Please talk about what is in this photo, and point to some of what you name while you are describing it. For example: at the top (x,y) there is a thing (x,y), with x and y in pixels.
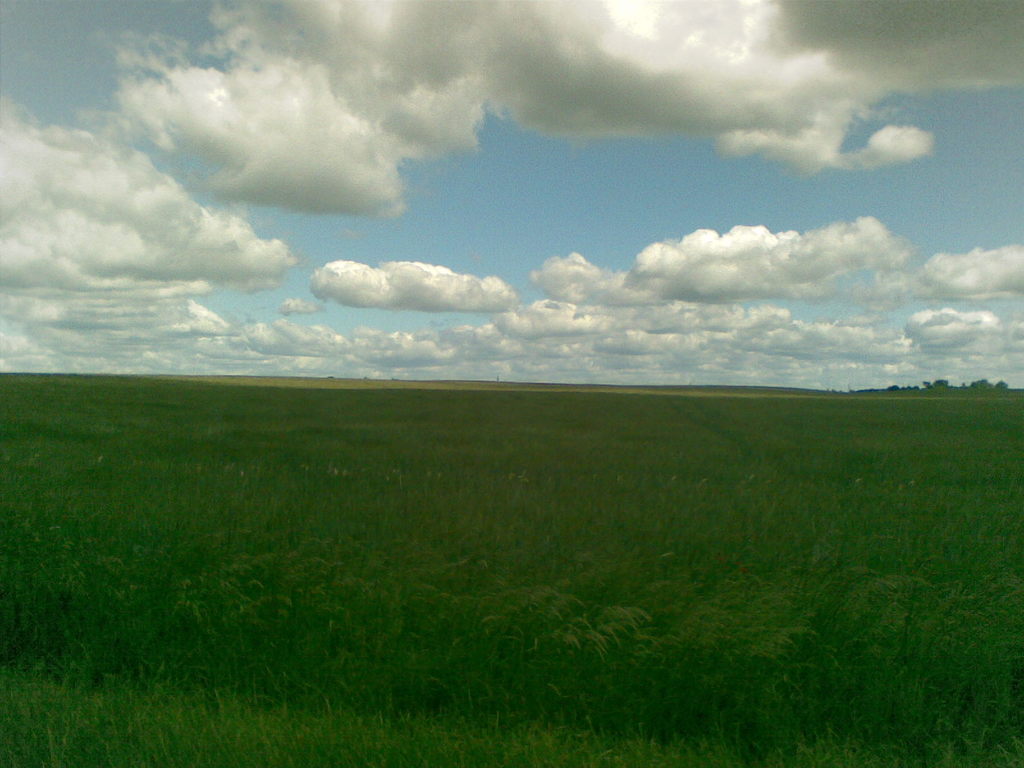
In the image in the center (510,317) we can see the sky (595,148), clouds (998,279), trees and grass (28,465).
